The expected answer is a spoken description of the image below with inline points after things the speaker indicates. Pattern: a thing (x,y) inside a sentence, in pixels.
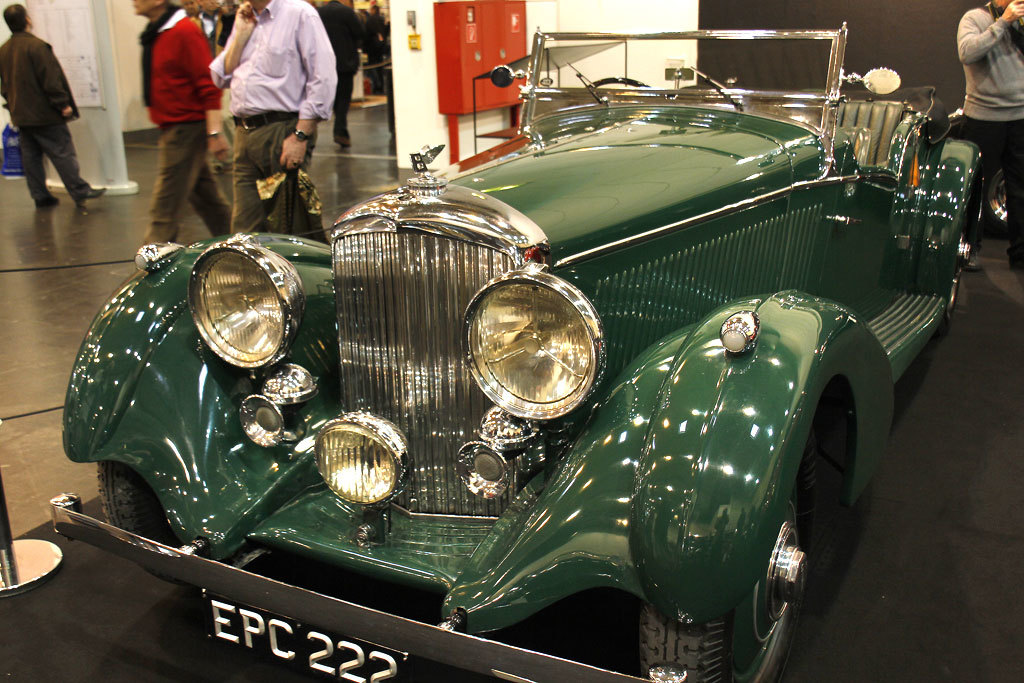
Here we can see a vehicle (619,368) and there are some persons (277,45) on the floor (60,351). There is a board (87,76), and a box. And this is wall (643,27).
